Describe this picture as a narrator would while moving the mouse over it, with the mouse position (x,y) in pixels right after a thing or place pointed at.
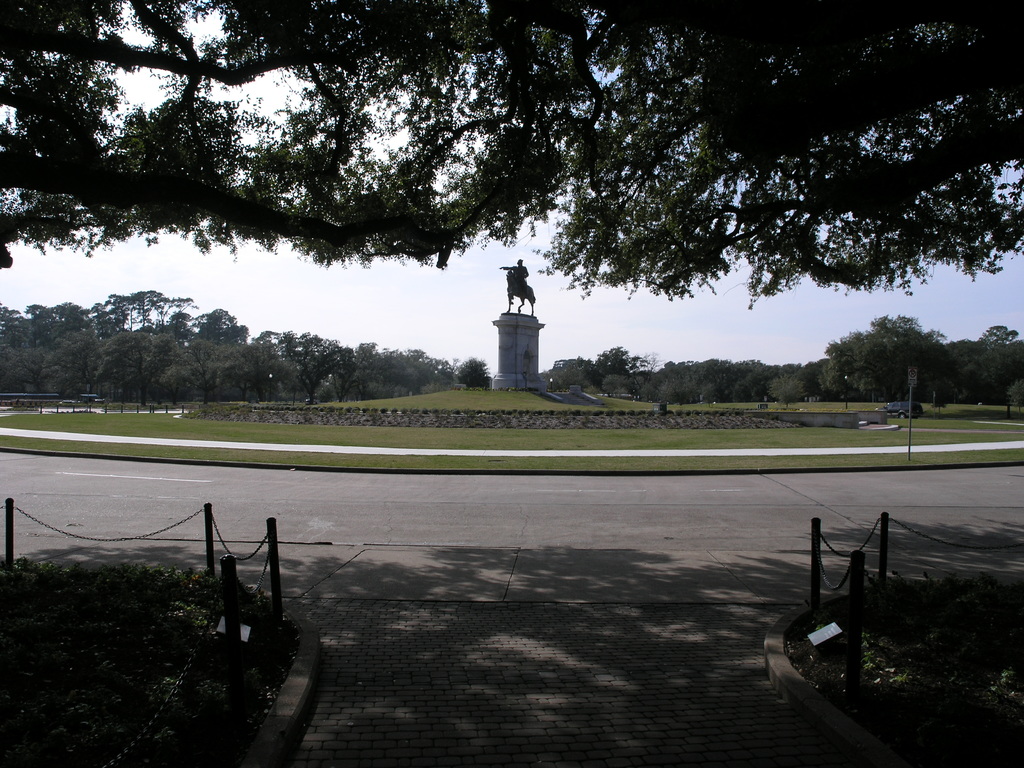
In the center of the image (512,318) we can see a statue (520,358). At the bottom of the image (133,659) we can see grass (122,659), fencing (188,667), road (497,544). At the top of the image (522,101) we can see a tree (658,54). In the background (807,375) we can see trees (97,371), fencing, grass (948,411), car (909,406) and sky (712,314).
